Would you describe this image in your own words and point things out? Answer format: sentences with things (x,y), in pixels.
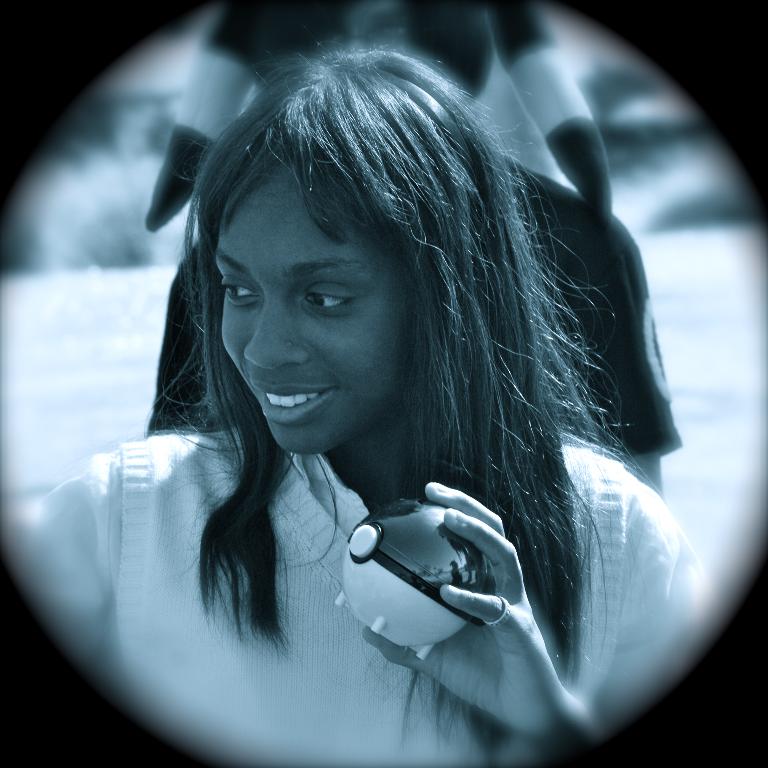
In the center of the image (279,473) we can see a lady (239,357) sitting and holding a pokeball (423,589) in her hand (409,648).
